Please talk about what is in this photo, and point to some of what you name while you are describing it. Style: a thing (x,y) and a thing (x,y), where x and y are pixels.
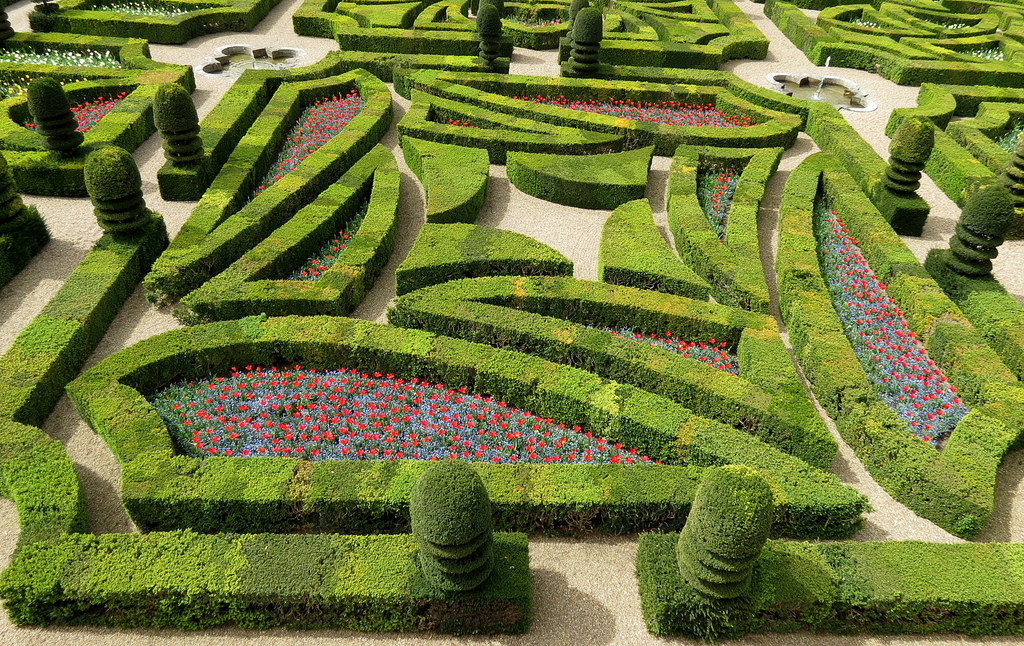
In the image we can see the flower plant (246,379) and plants (123,245) and it looks like the garden (462,214). Here we can see the path (582,622) and the water fountains (245,65).
